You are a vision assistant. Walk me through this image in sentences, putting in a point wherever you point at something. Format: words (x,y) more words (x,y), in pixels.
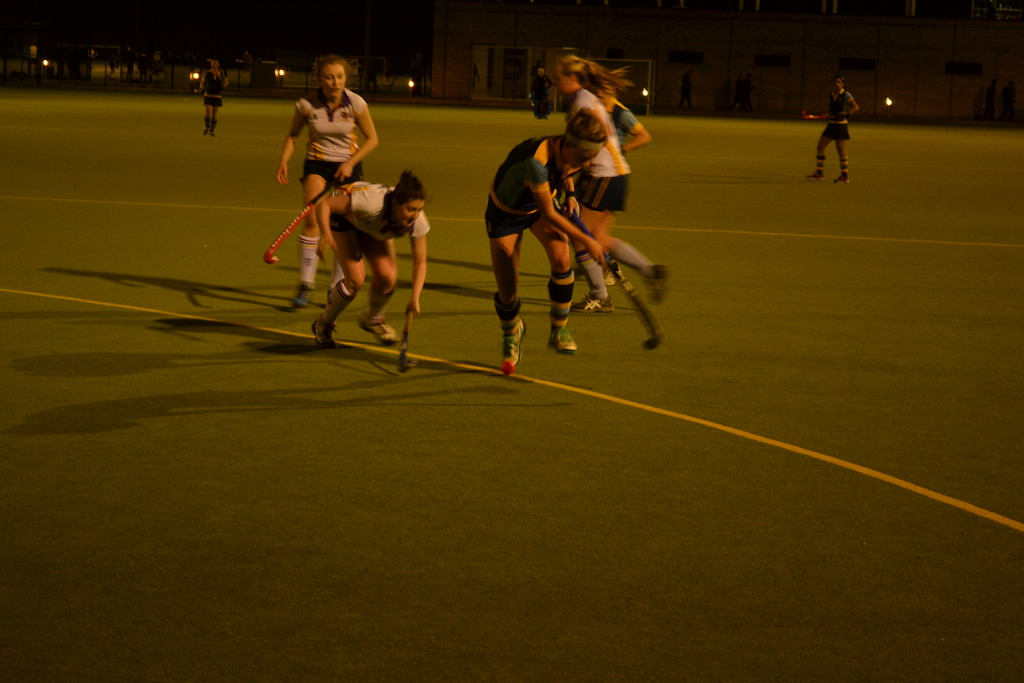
In this picture, we see five people (381,241) are playing the field hockey. Behind them, we see two people (215,60) are standing. There are buildings (484,99) in the background (559,94). This picture might be clicked in the hockey pitch (449,458). In the background (749,98), it is black in color. This picture is clicked in the dark.
